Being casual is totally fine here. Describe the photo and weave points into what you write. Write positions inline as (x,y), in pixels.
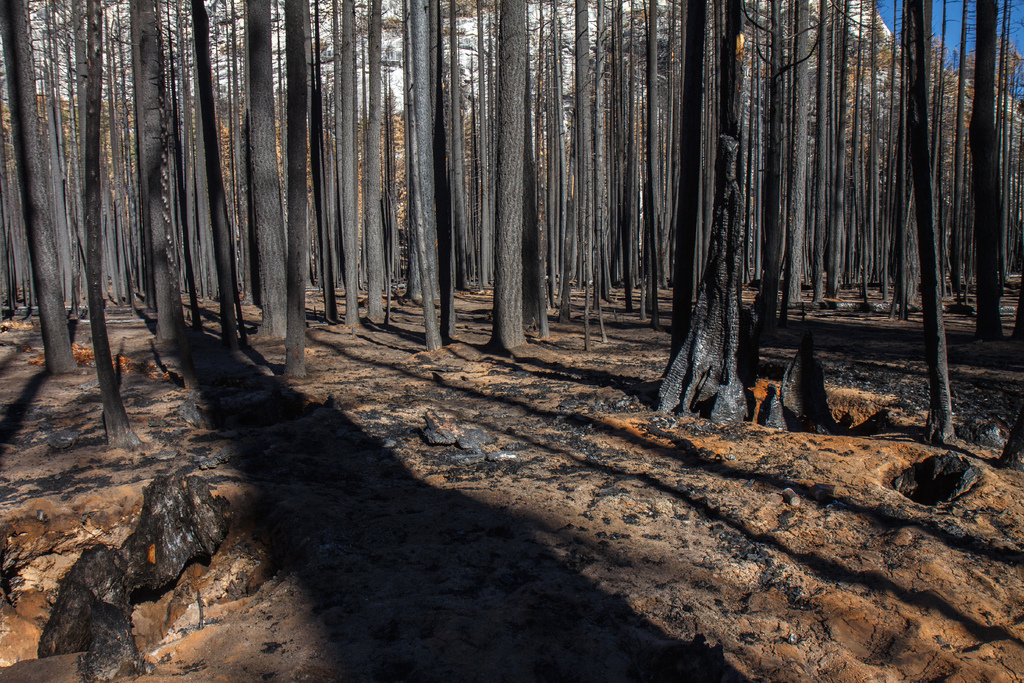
In the foreground of this image (536,187), there are tree trunks (536,187) and in the background (953,33) right, there is the sky (946,23).
